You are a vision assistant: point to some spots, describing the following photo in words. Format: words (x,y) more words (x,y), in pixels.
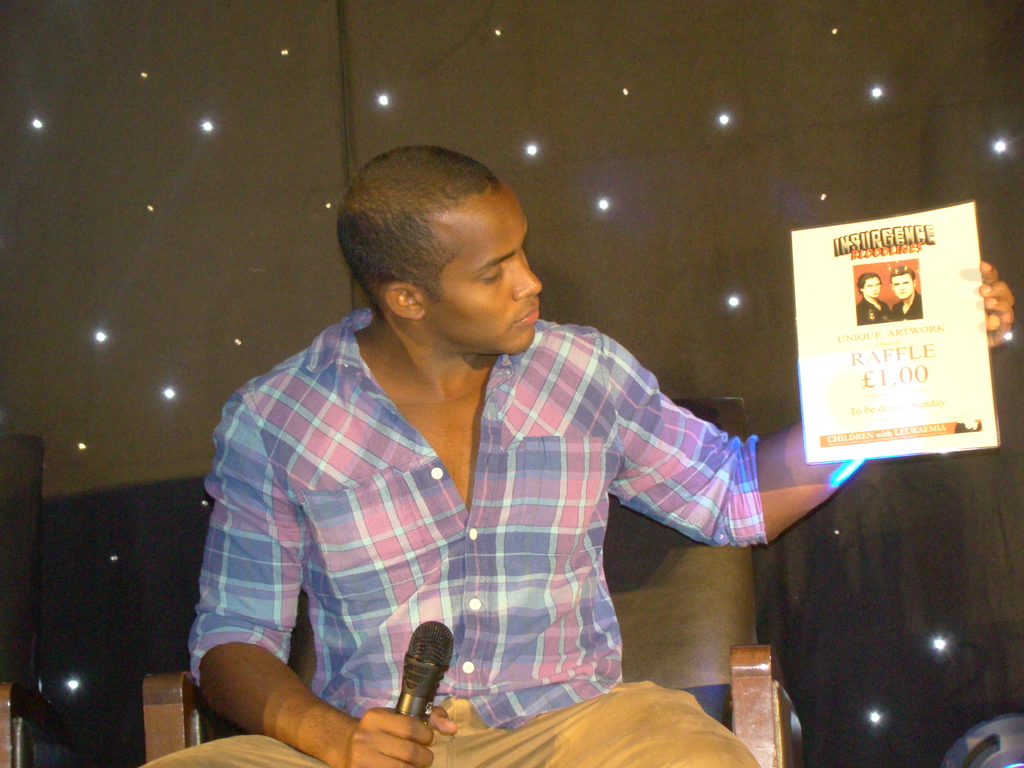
In this picture I can see there is a man (518,600) sitting here and he is holding a micro phone (436,647) in his right hand (417,723) and a card board (822,370) in his left hand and in the backdrop (224,220) I can see there is a black wall (106,436) with some lights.
